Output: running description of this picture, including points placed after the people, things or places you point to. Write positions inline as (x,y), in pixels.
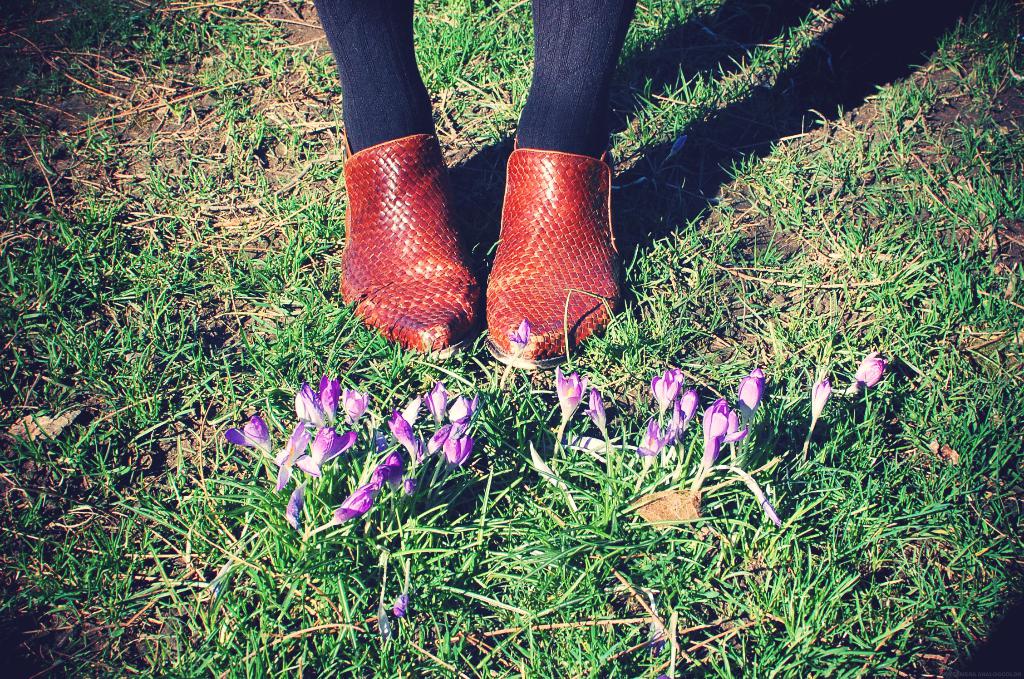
This is grass (750,556) and there are flowers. Here we can see legs (383,34) of a person (596,126) and shoes (594,190).
